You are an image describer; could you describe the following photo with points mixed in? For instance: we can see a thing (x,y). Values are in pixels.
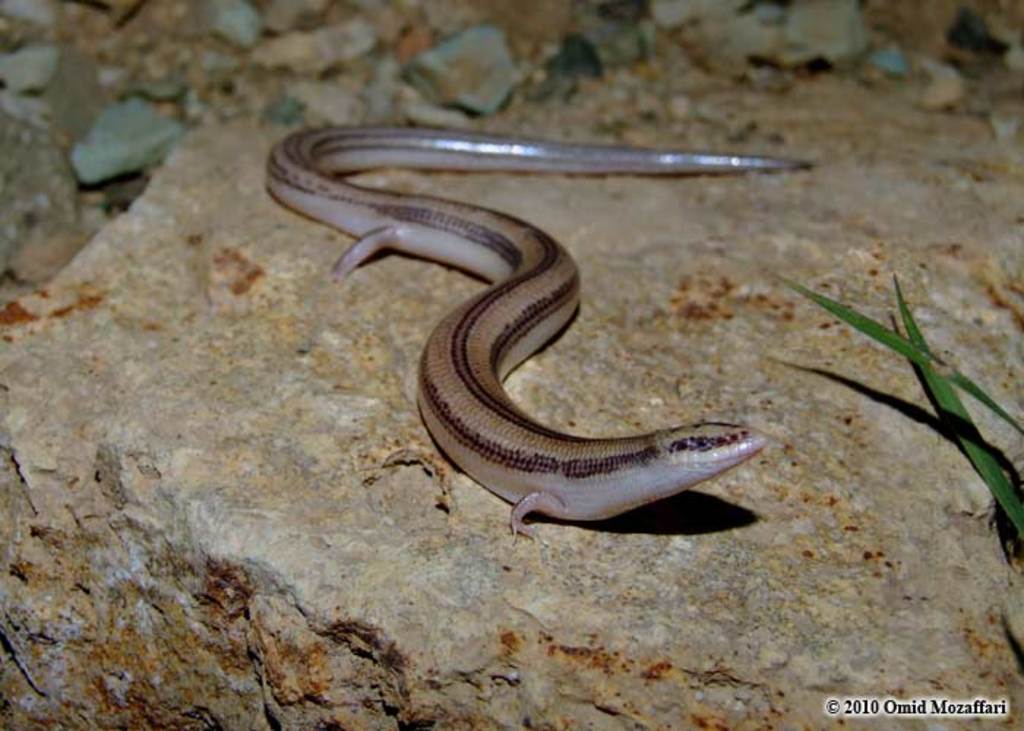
In this image there is a lizard (492,395), there are stones (442,115) and there are leaves (958,426) and there is some text (941,707) and numbers (866,713) written on the image.
